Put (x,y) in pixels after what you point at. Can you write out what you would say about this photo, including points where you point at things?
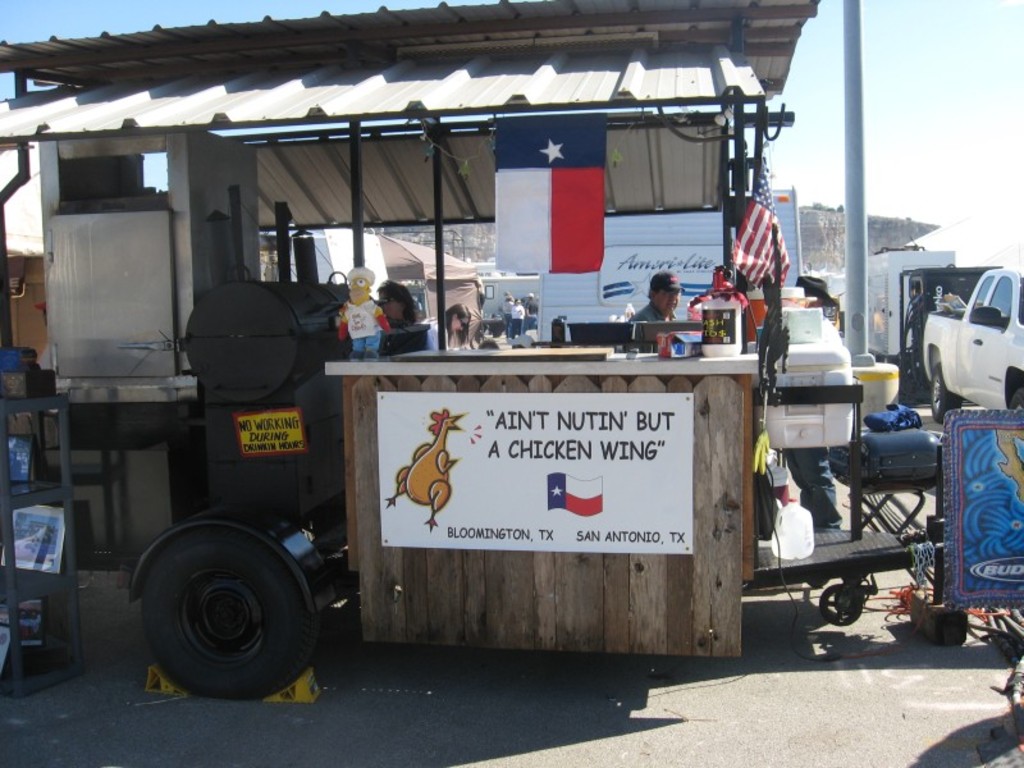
This picture looks like a store (645,570) and I can see couple of boards (480,483) with some text (574,534) and I can see a mini truck (942,331) and few people (671,312) standing and I can see couple of flags (743,261) and a blue cloudy sky (865,97).
